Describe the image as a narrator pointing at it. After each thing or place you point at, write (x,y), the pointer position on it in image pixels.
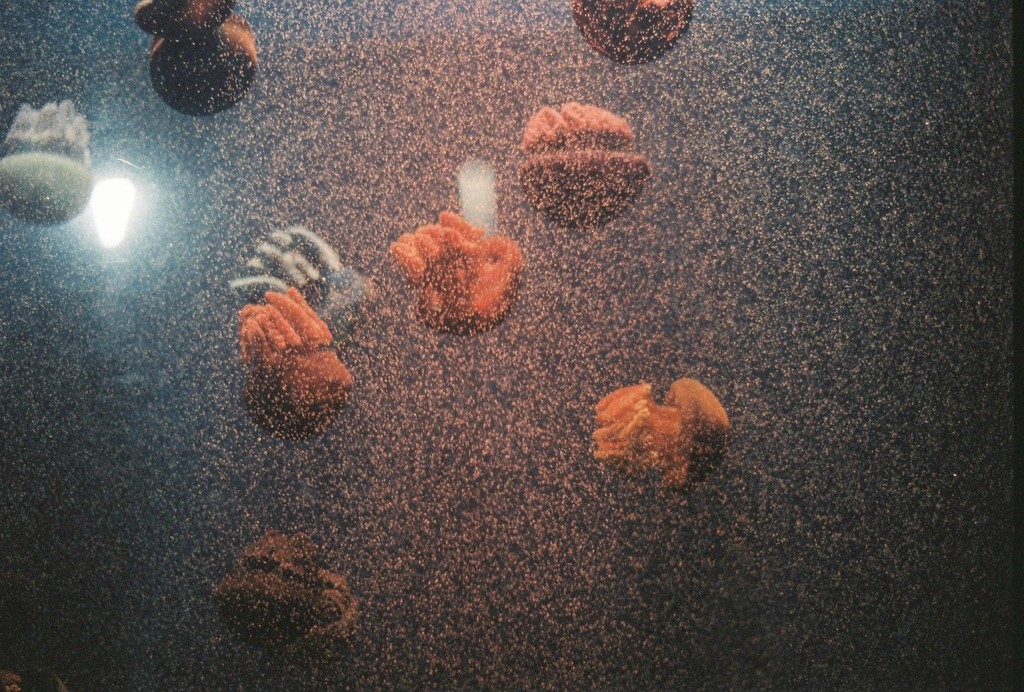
In this image, we can see the water (386,440). We can see some jellyfish (79,170) and lights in the water (460,403).
